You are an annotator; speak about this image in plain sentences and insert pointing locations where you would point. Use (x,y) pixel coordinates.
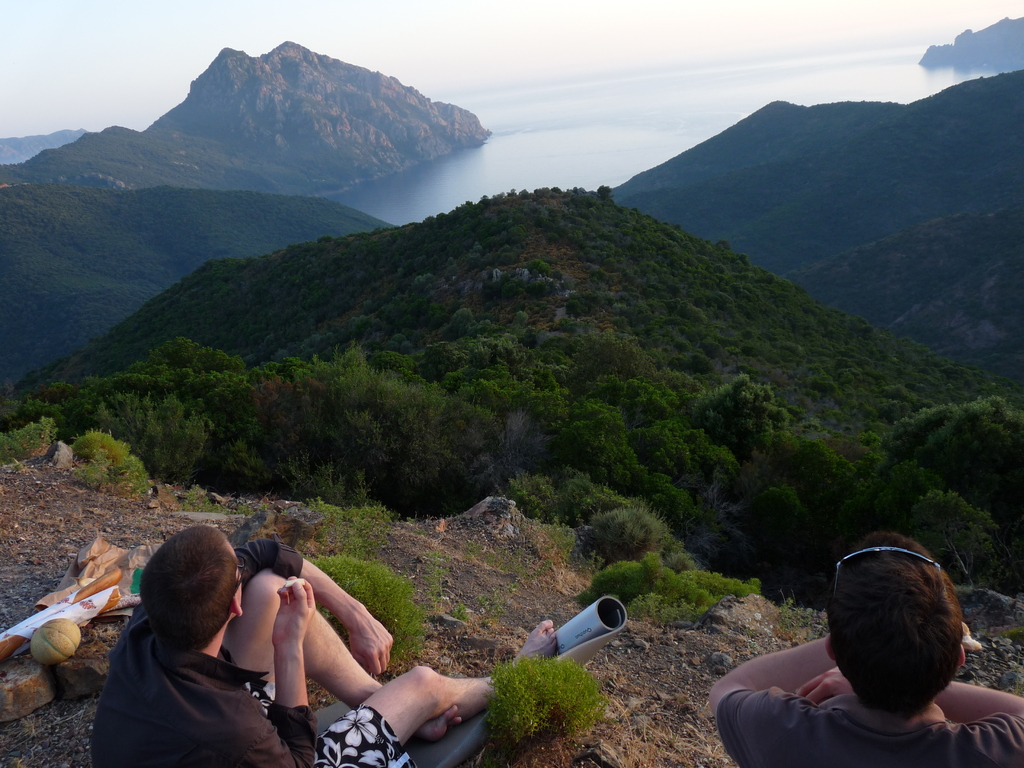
In this picture we can see few people (804,688), in front of them we can find few trees (441,382) and hills (542,194).
